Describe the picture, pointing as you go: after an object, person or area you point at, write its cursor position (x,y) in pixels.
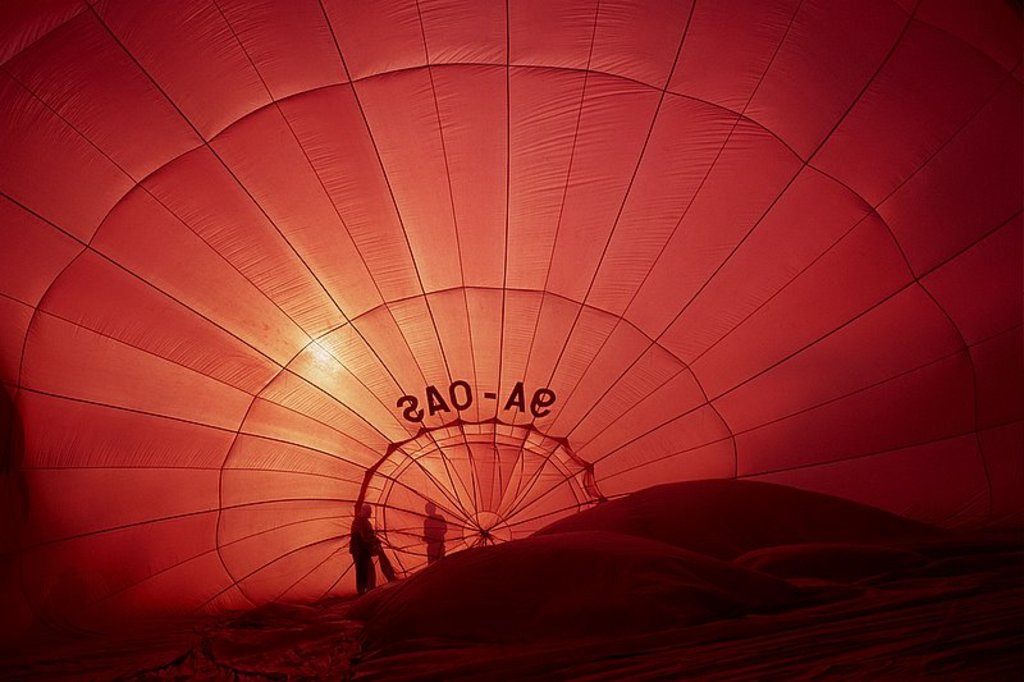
In this image there are persons (430,515) standing behind the object (377,473) which is red in colour.
